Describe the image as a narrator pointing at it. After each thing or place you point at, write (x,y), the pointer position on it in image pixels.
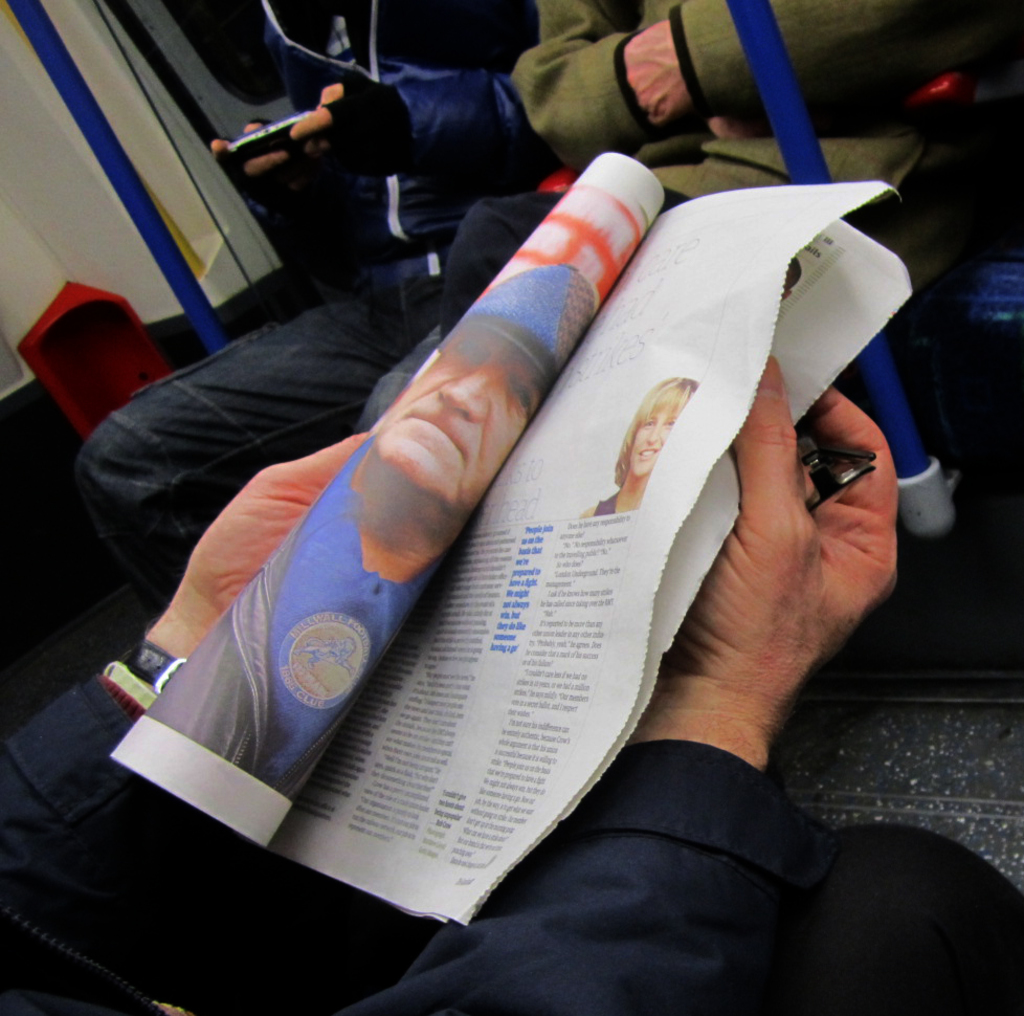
In this image, we can see human hands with paper (547,570) and glasses (822,470). Top of the image (440,176), we can see two people (540,167) are sitting. Here there are two blue rods (131,181), some red color object (90,376) we can see. Here a person (302,132) is holding some object (274,135).
